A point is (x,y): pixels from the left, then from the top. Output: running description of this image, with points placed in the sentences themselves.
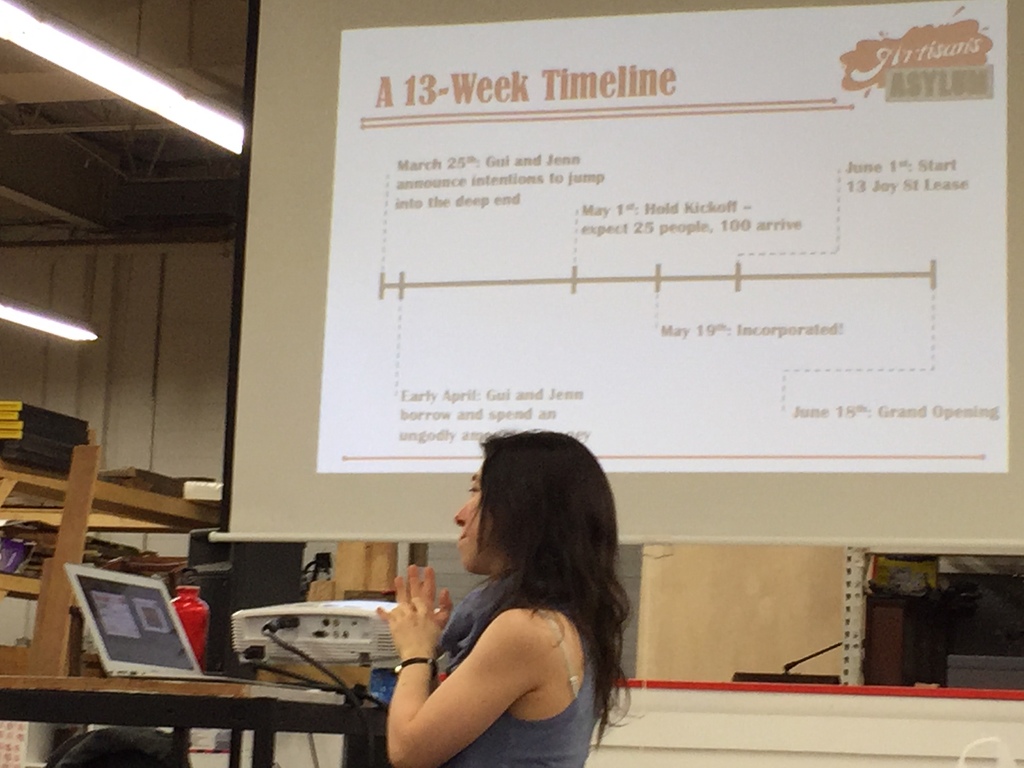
In this image we can see a woman (562,655) standing. There are laptop (173,628), projector (299,636), lights (208,126) and projector screen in the background (673,212).
